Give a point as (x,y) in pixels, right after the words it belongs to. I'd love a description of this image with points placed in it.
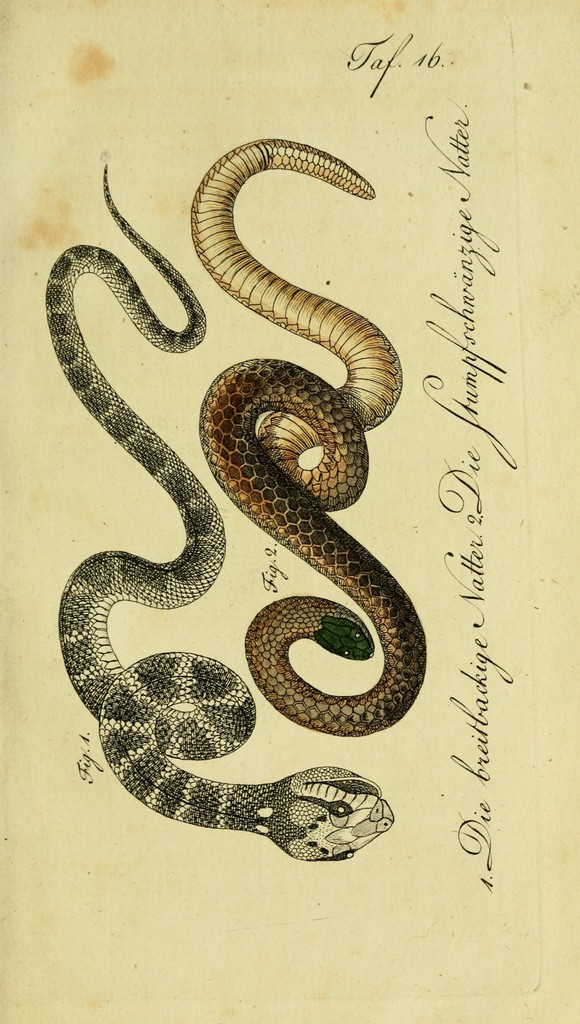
This is a page (370,861) and on this page (122,331) we can see snakes (328,406) and some text (456,167).
